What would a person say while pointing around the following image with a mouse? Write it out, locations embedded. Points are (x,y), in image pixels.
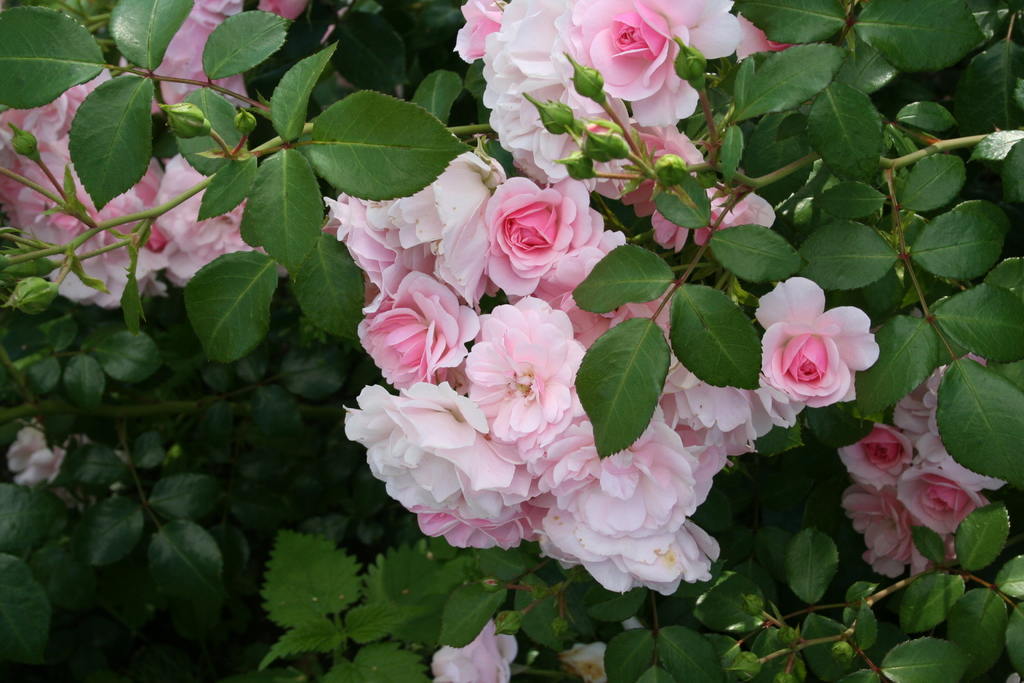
In this picture we can see few flowers (460,373) and plants (318,404).
